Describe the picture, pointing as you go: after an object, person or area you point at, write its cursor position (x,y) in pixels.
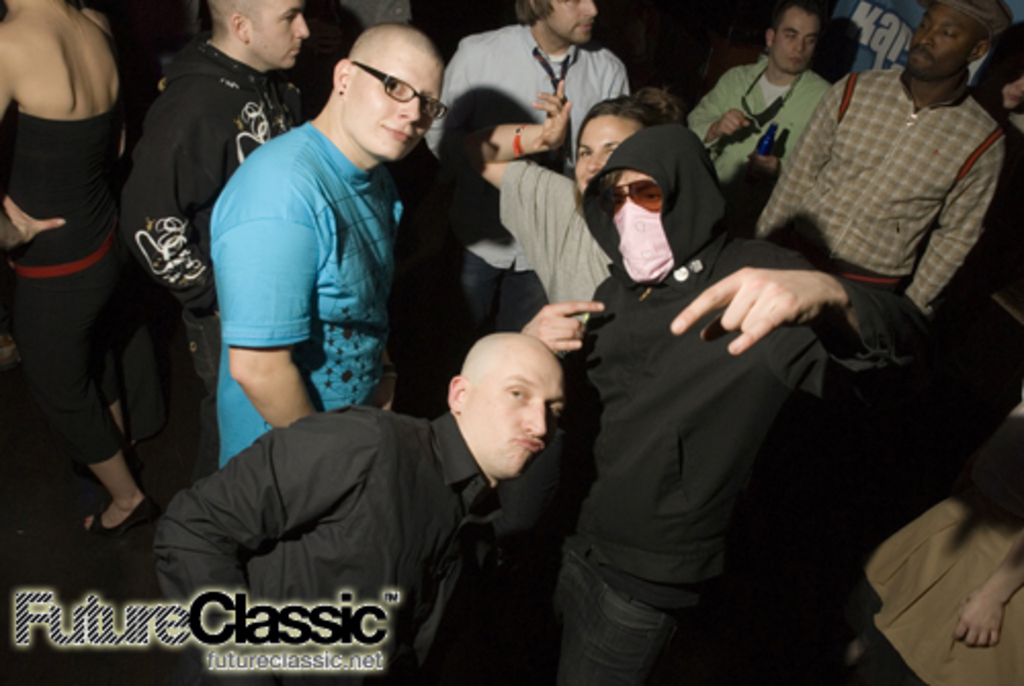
In this picture I can see some people (338,395) are in one place, among them few people (732,308) are wearing spectacles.
